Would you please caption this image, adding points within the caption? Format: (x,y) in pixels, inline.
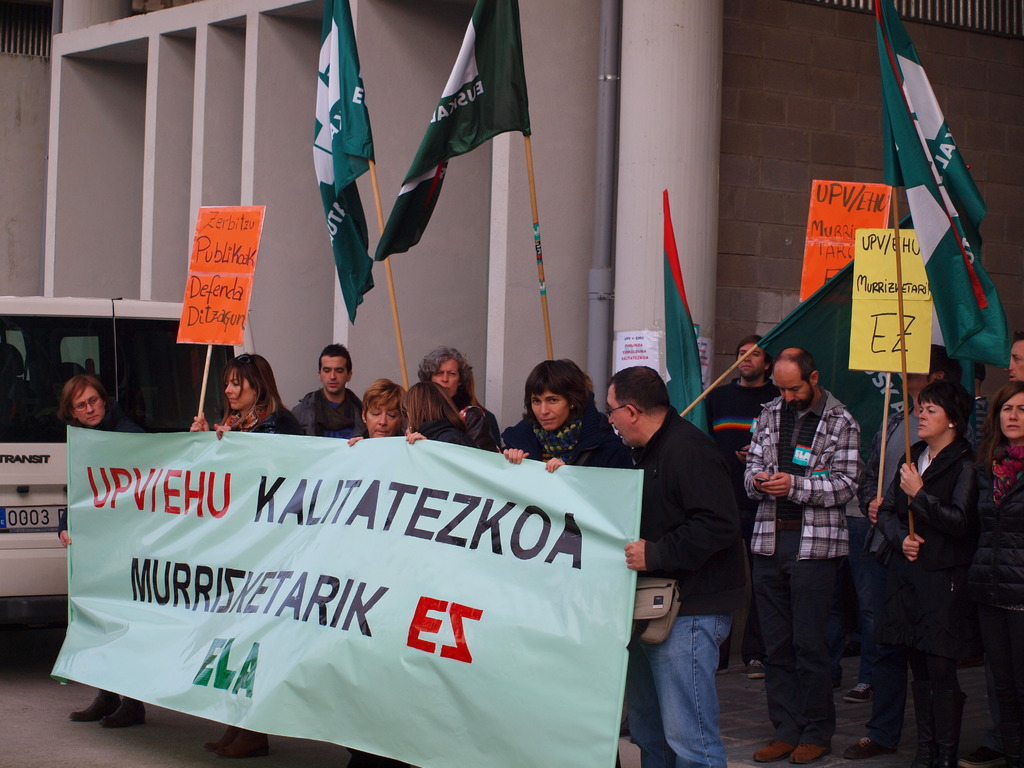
In the center of the image (661,511) we can see persons (707,456) holding a banner (325,608). On the right side of the image (876,511) we can see persons (938,465) holding a flags (908,151). In the background (173,354) we can see vehicle (118,360), pillars (52,172) and building (779,176).
